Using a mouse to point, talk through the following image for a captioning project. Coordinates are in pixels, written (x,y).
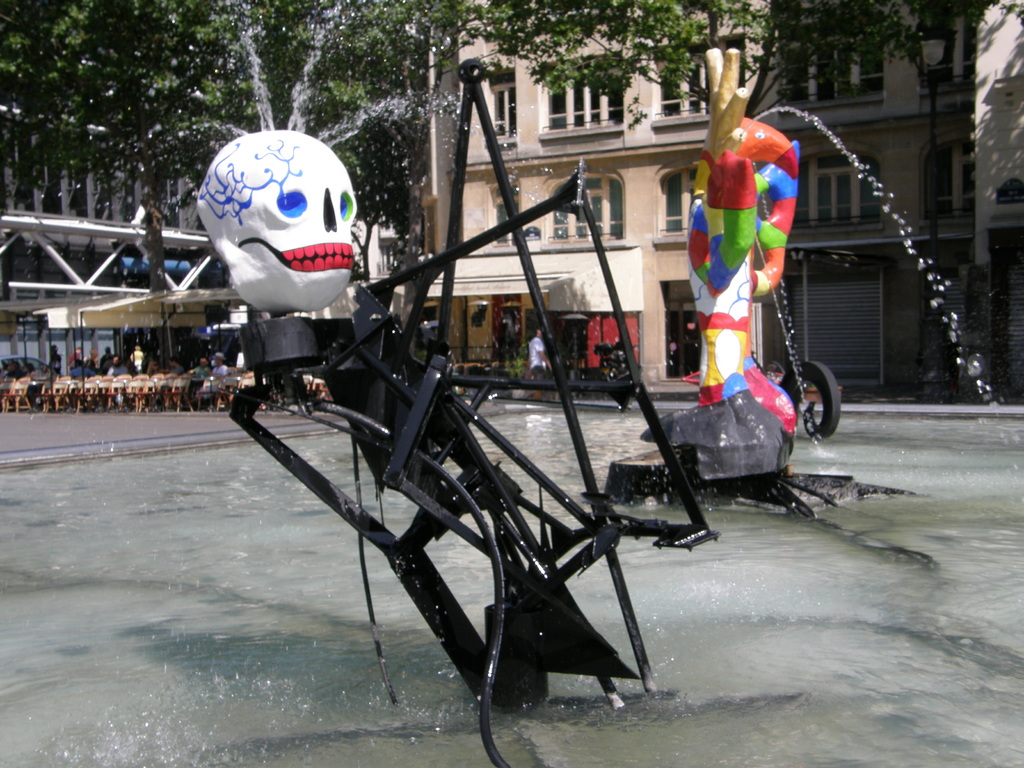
This picture is clicked outside. In the foreground (232,497) we can see a water body (277,542) and we can see the fountains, metal rods (545,314) and the sculptures (334,209) of some objects (731,260). In the background (82,366) we can see the group of people (93,350) and we can see the chairs (96,381), tents (231,301), buildings (697,126), trees (345,26), shutter (850,298) and many other objects (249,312).
